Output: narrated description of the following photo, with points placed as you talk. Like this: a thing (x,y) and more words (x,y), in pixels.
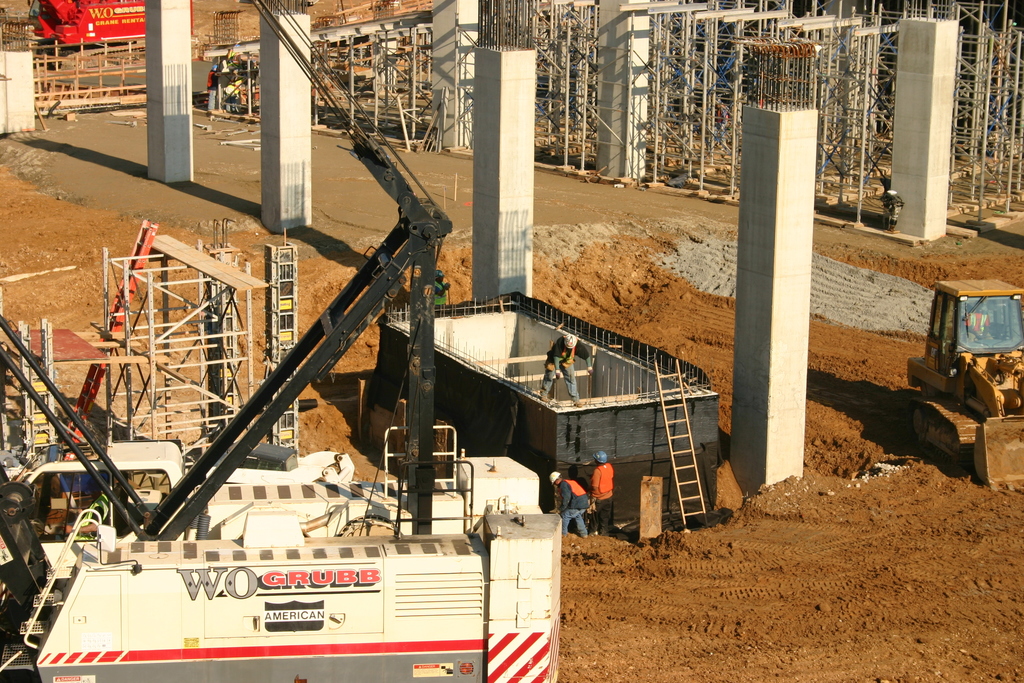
In this picture we can see pillars (487,96) here, at the bottom (790,648) there is soil (875,636), on the right side (992,402) there is a bulldozer (998,389), we can see a ladder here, in the background (703,98) there are some metal rods (815,70), we can see three persons (612,485) standing here.
